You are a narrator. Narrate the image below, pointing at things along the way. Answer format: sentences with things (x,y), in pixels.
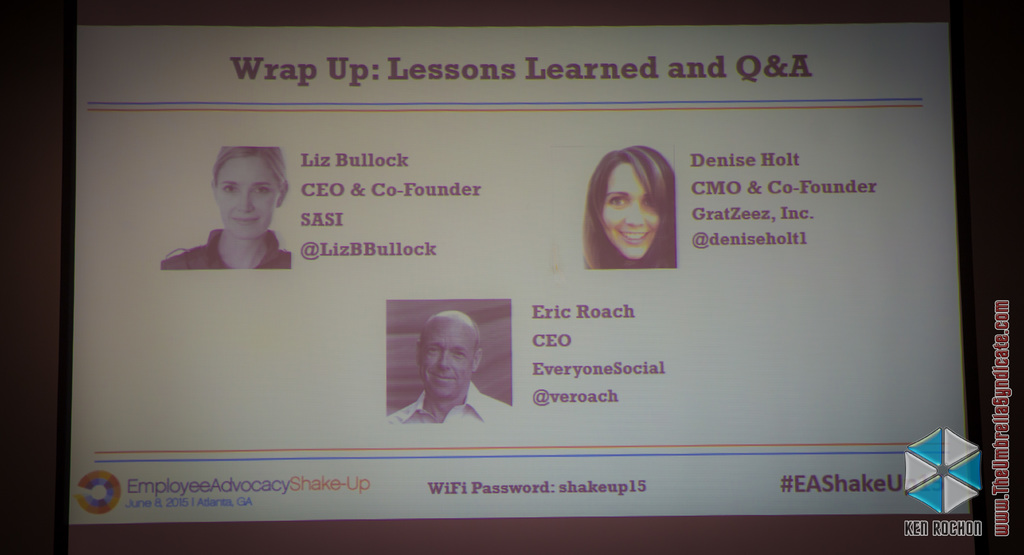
In this image there is a screen (351,305). In the screen (433,360) we can see pictures (287,263) of three people (287,263) and there is text (478,489).
